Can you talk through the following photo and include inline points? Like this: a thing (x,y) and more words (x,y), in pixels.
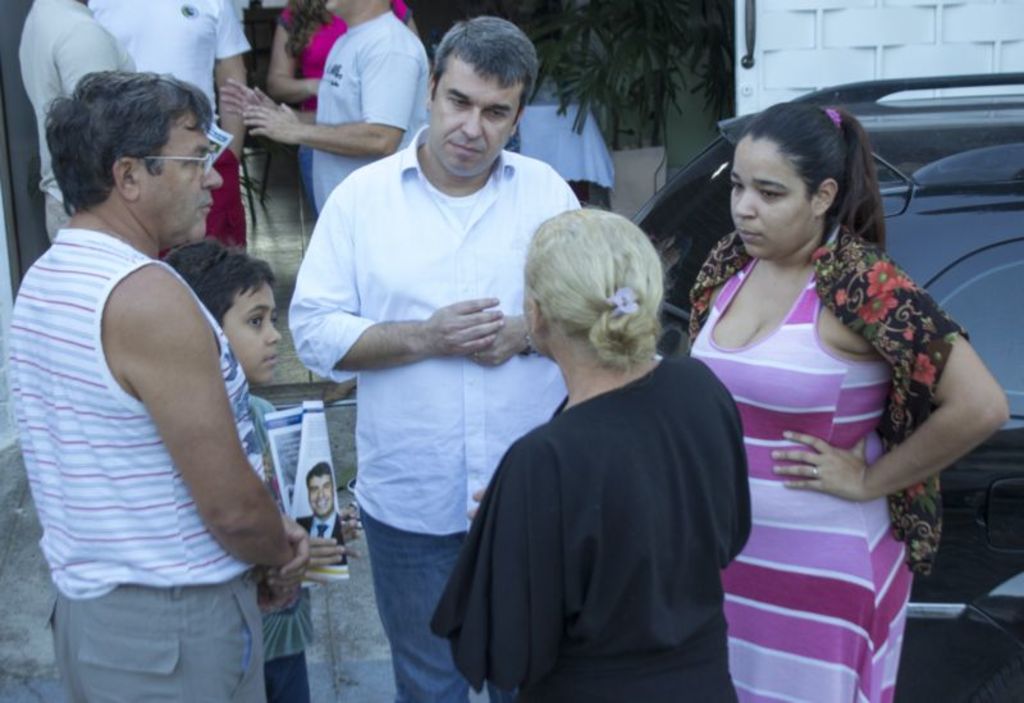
In this image I can see there are few persons (424,260) visible and I can see a boy (242,304), holding a paper (331,462) on his hand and I can see a vehicle (867,94) visible on the right side (1016,142), at the top (585,18) I can see leaves (645,45) of the tree (641,55).
